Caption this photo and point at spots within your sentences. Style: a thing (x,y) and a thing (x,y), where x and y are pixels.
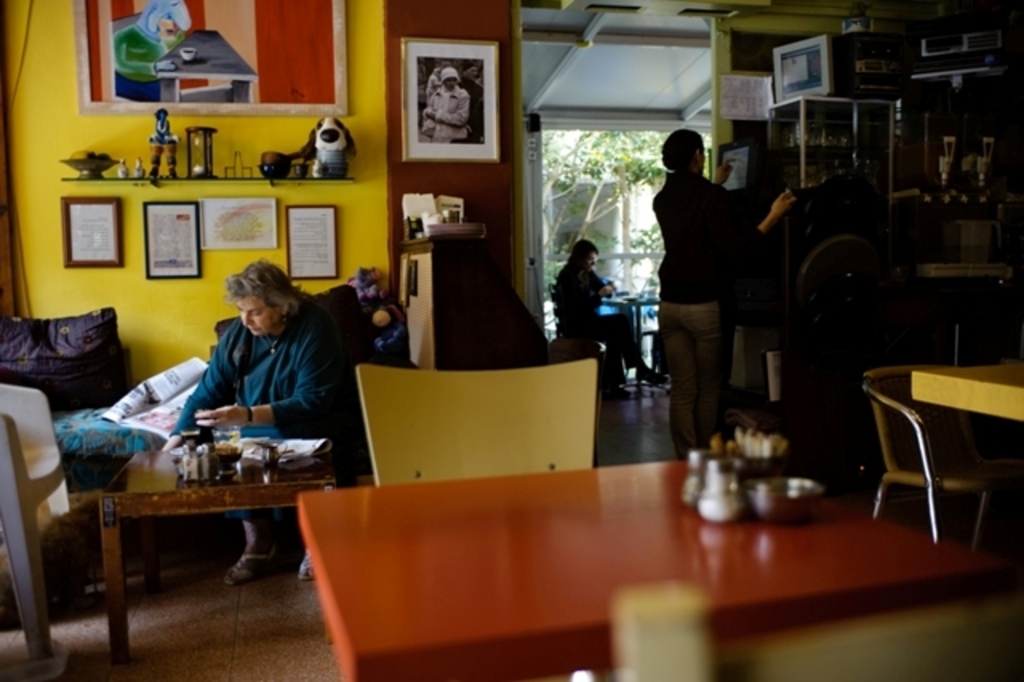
In the image we can see there are people (310,384) who are sitting on chair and sofa (340,405). There is a person (684,305) who is standing and on table (636,558) there is salt and pepper bottles (737,509) and on the wall (366,137) there are photo frames (436,96) kept.
